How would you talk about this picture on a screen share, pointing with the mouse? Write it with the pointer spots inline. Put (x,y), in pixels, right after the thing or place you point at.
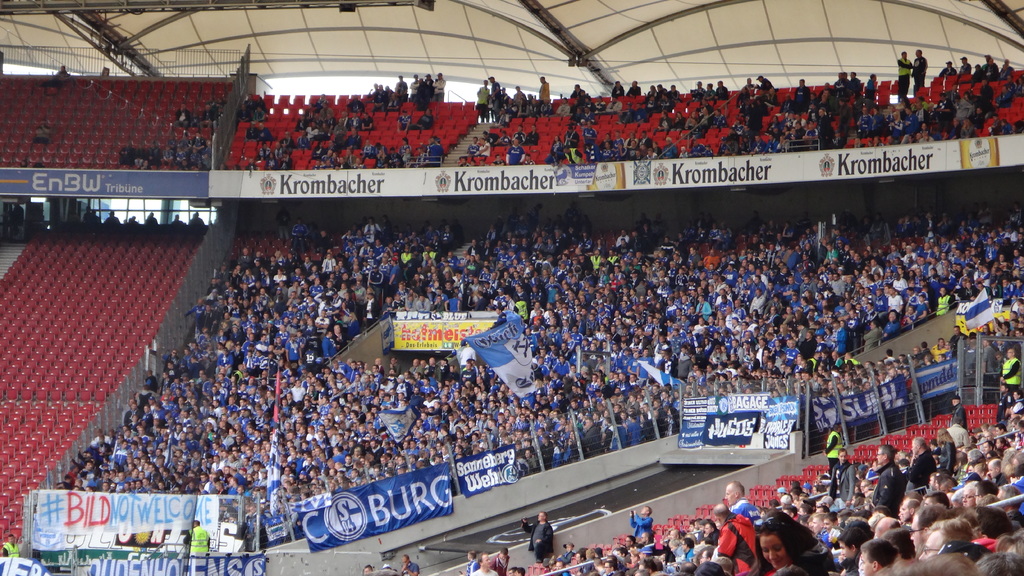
This is a stadium (666,203) and here we can see a crowd (472,372) and there are some banners (400,326) and boards (473,179) and at the top (475,42), there is roof (417,43).
